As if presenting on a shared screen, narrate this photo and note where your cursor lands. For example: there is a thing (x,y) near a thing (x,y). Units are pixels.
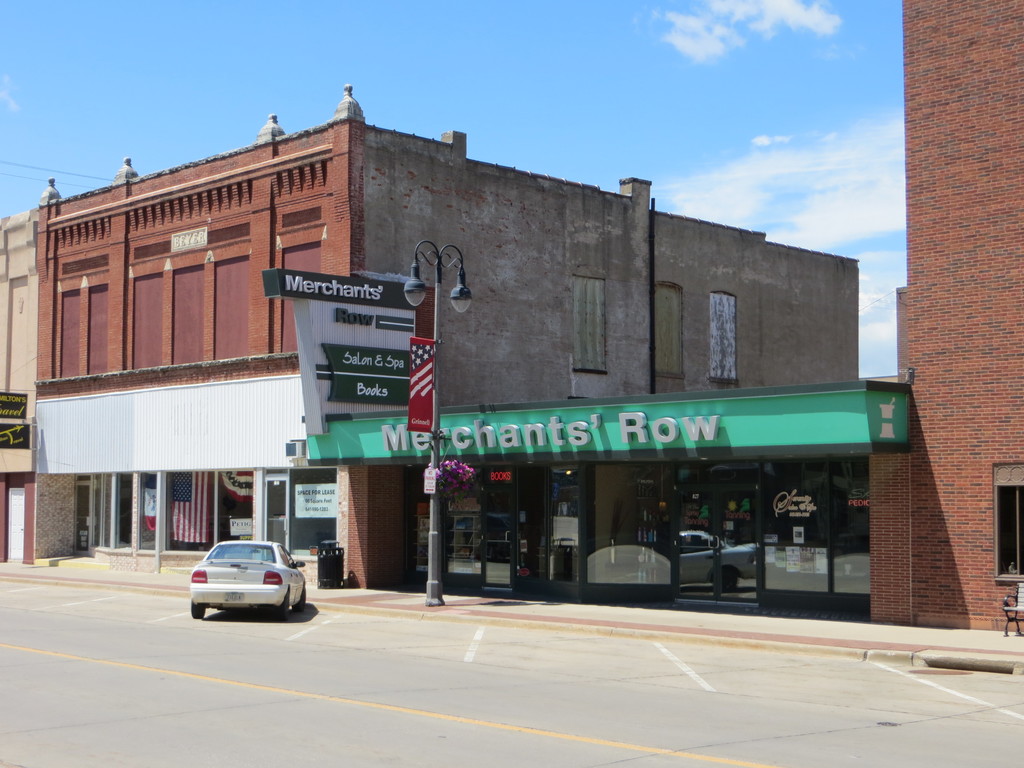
In this image we can see a car (299,575) parked on the side of the road (166,664), we can see the dustbin (333,560), buildings (389,479), light poles (437,427), brick buildings (983,159), banners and the sky (623,108) with clouds (886,145) in the background (567,96).
